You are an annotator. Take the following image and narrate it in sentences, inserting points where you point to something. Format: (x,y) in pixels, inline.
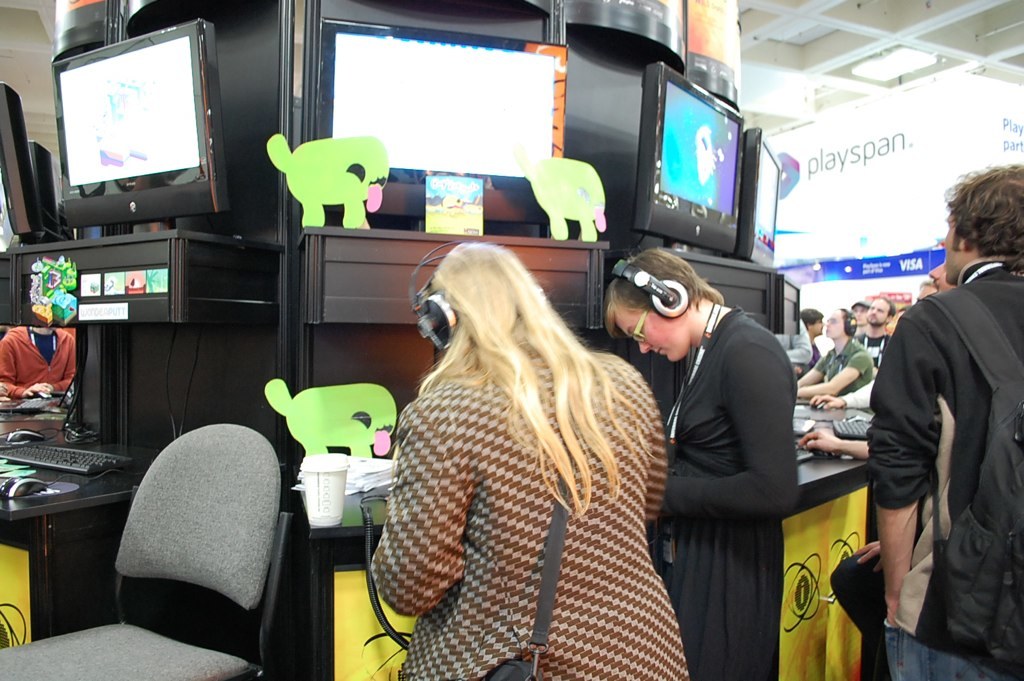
In this picture I can observe two women (491,346) in the middle of the picture (483,352). On the right side (910,360) there are some people (879,348) standing. In the top of the picture (189,112) I can observe televisions (375,132). On the left side (168,579) there is a chair (165,563) which is in grey color.
